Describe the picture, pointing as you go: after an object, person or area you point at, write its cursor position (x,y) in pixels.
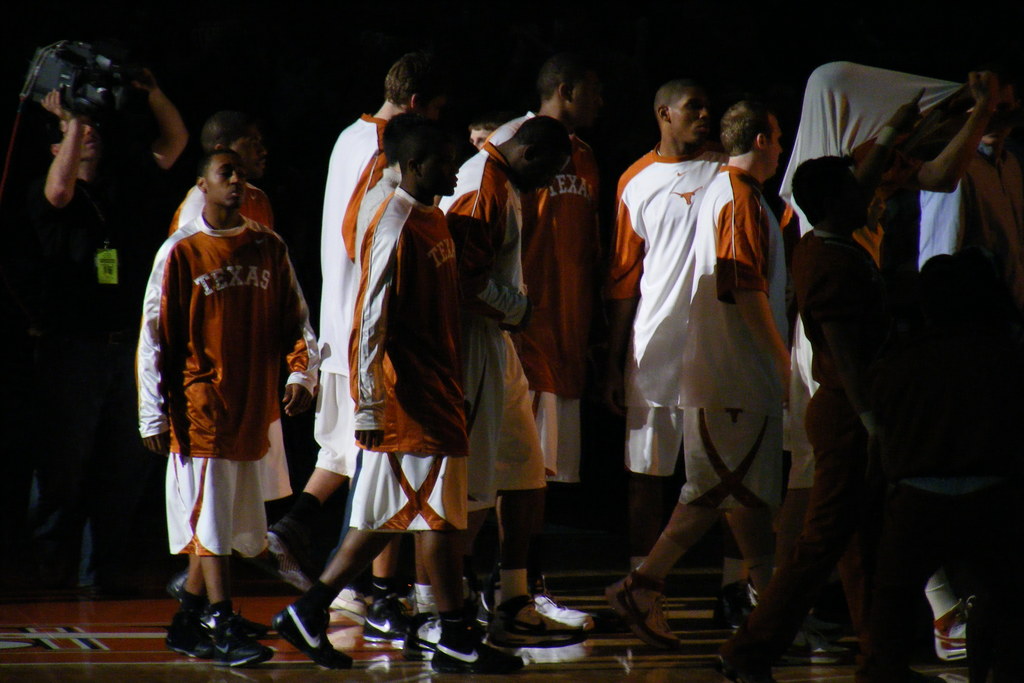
In the picture I can see a group of people (413,318) are standing. The man (43,260) on the left side (43,189) is holding a video camera (47,61) in hands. The background of the image (12,51) is dark.
